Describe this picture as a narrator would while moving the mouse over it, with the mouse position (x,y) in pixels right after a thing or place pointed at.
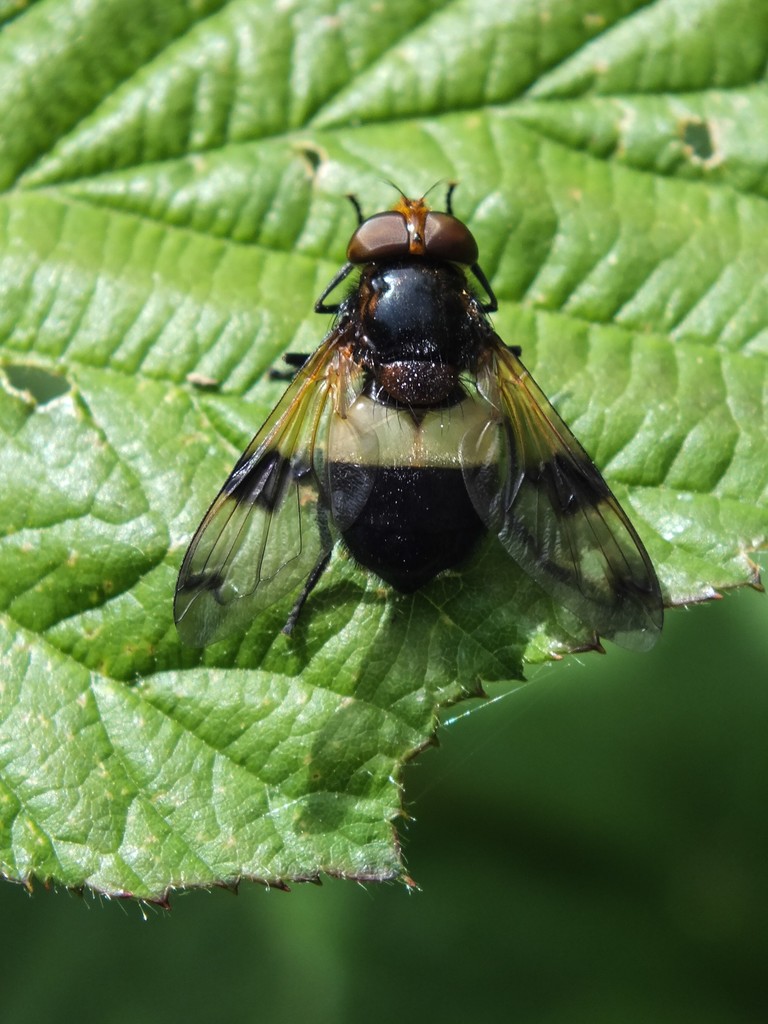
There is a leaf (234,135). On that there is an insect (286,489). In the background (454,888) it is blurred.
